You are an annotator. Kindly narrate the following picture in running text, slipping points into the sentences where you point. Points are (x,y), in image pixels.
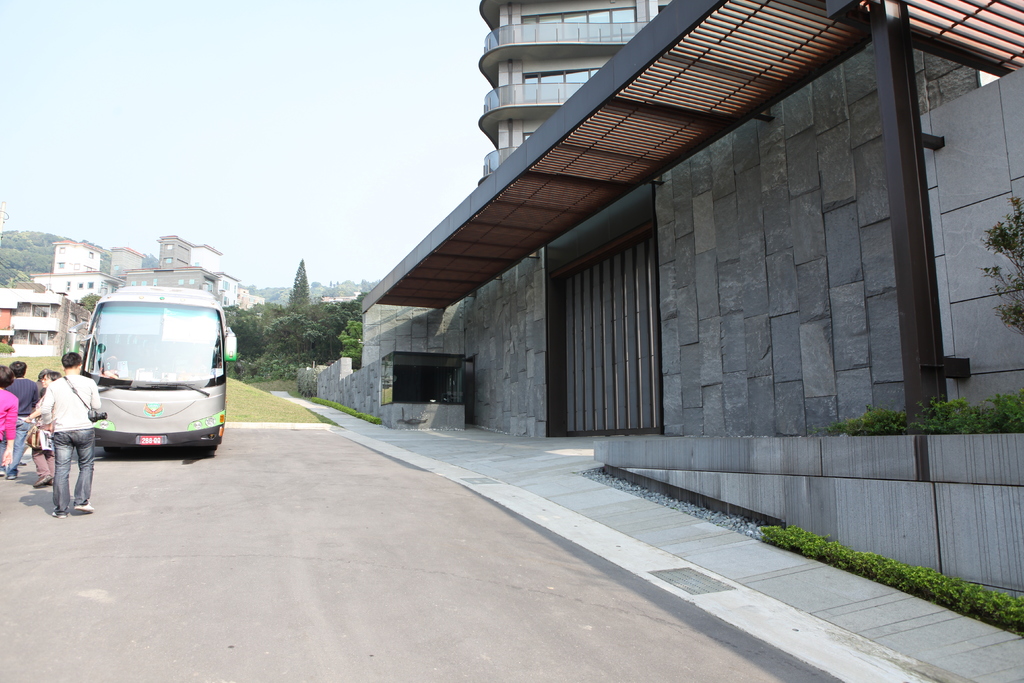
There are buildings (451,225), there is vehicle (187,385), here people (52,427) are walking, there are trees (314,338).
